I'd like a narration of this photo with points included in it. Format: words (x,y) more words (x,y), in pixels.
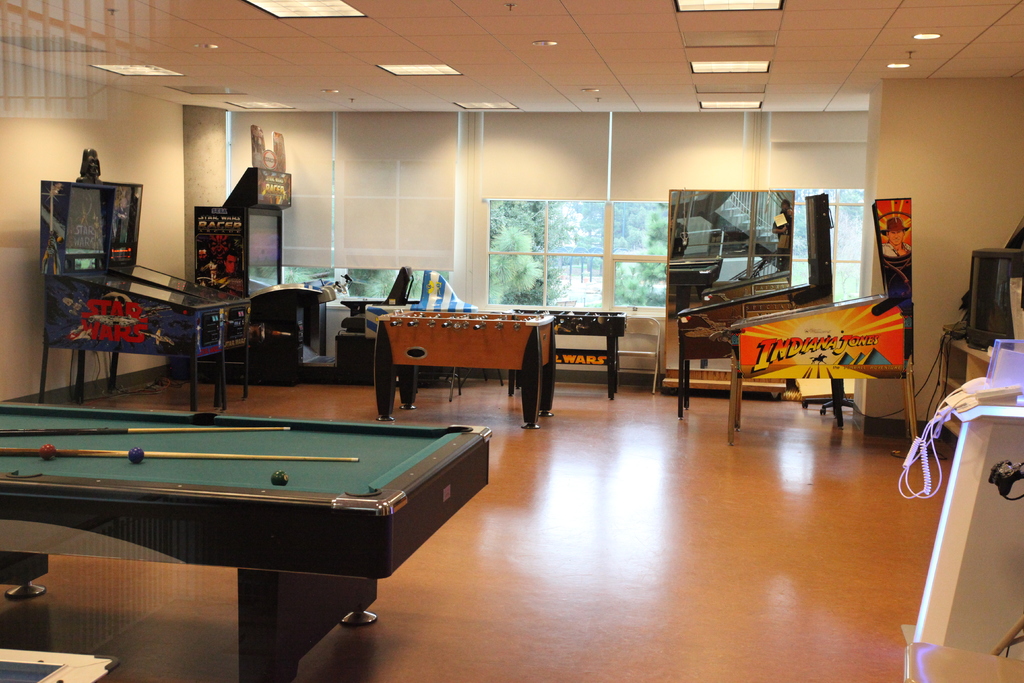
This is an inside view of a room (197,576). Here I can see a billiard table (214,475), mini football tables (475,338) and some other games (106,292). On the right side (965,366) there is a table (979,354) on which few objects (978,319) are placed. In the background (587,252) there is a window (585,271). At the top of the image (762,70) I can see the lights (713,67) to the roof (579,57).
